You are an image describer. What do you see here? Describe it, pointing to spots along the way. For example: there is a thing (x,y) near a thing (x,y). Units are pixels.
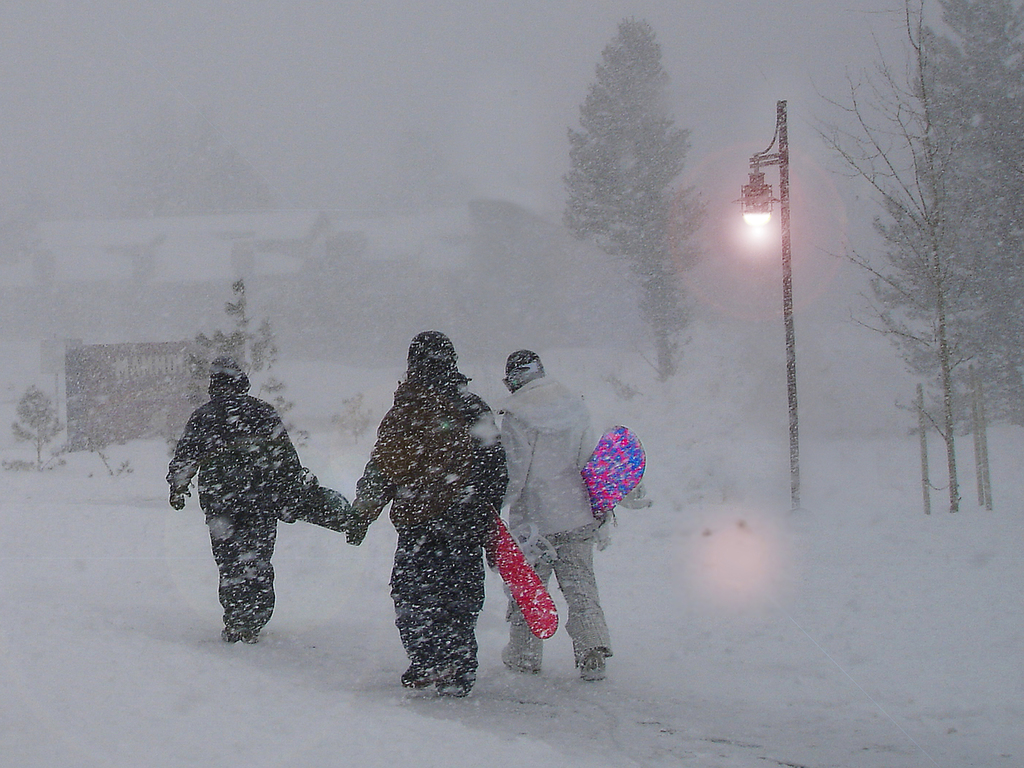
In the center of the image (511,497) we can see three persons (405,574) are standing and they are in different costumes (430,581) and they are holding some objects (500,547). And we can see trees (874,273), one light pole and snow (114,243). In the background (814,400), we can see it is blurred.
